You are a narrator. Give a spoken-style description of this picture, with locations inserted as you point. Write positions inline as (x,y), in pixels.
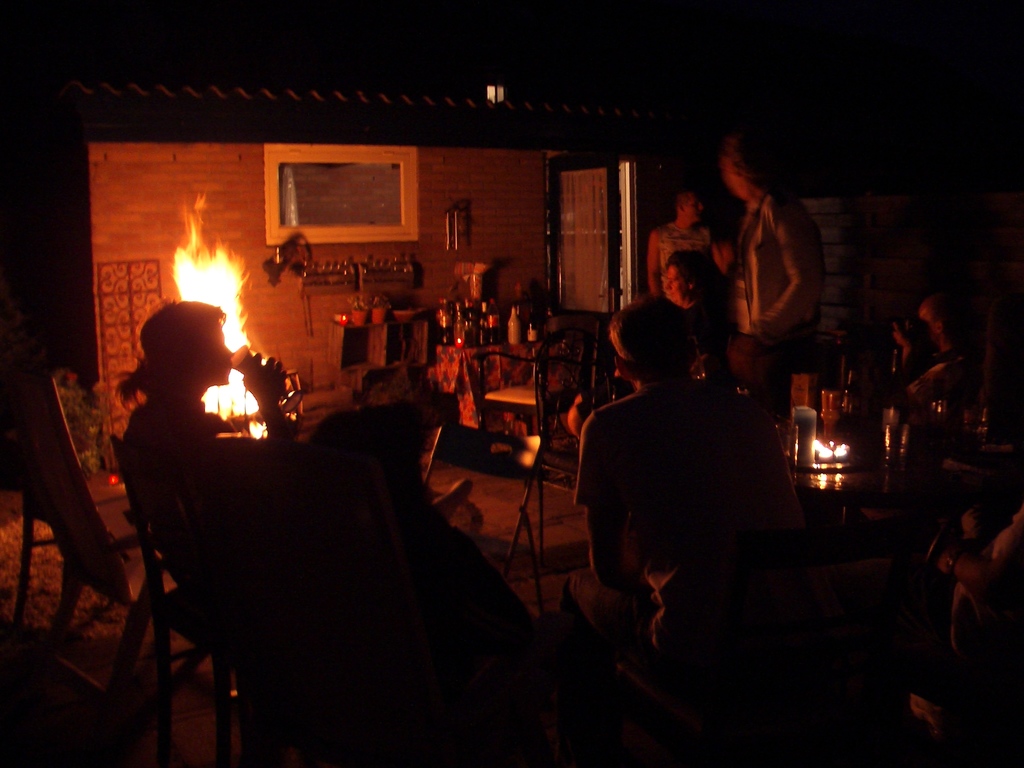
In this image we can see few persons (426,538) and chairs (306,582). Behind the persons (648,430) we can see few objects (496,327) on a table (457,392). In the background (315,385), we can see a wall (308,351) and fire (200,296). On the wall (276,314) we can see a window (405,231). On the right side (881,437), we can see few objects (887,420) on a table (856,497).
